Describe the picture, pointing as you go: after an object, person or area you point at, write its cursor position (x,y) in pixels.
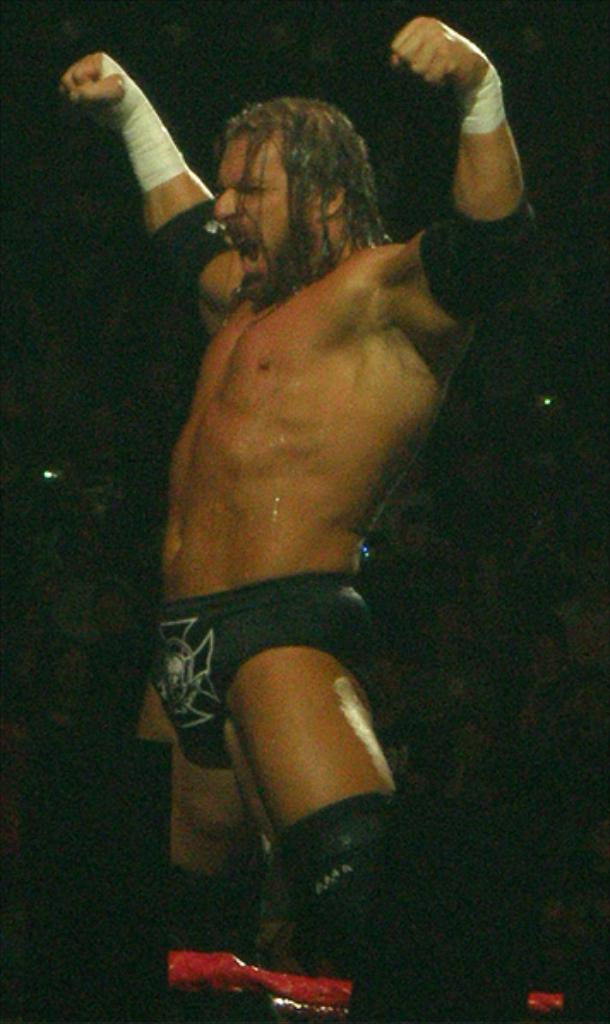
In this image I can see a person (318,605) is standing and wearing black color dress (214,643). Background (55,742) is dark.
